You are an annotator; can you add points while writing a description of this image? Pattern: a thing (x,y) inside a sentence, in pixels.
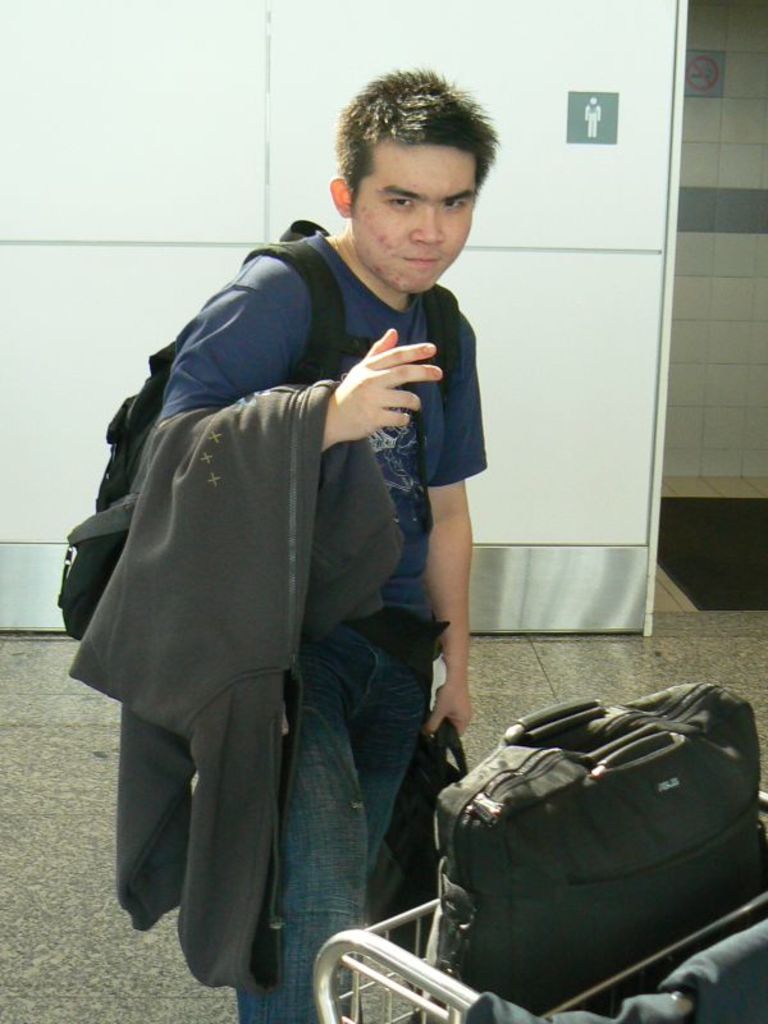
In this image, In the middle (352,660) there is a boy (291,354) standing and he is carrying a black color bag (162,408), In the right side (610,983) there is a trolley (328,1014) on that there is a black color bag (601,862) and in the background (95,122) there is a white color wall (515,90).
